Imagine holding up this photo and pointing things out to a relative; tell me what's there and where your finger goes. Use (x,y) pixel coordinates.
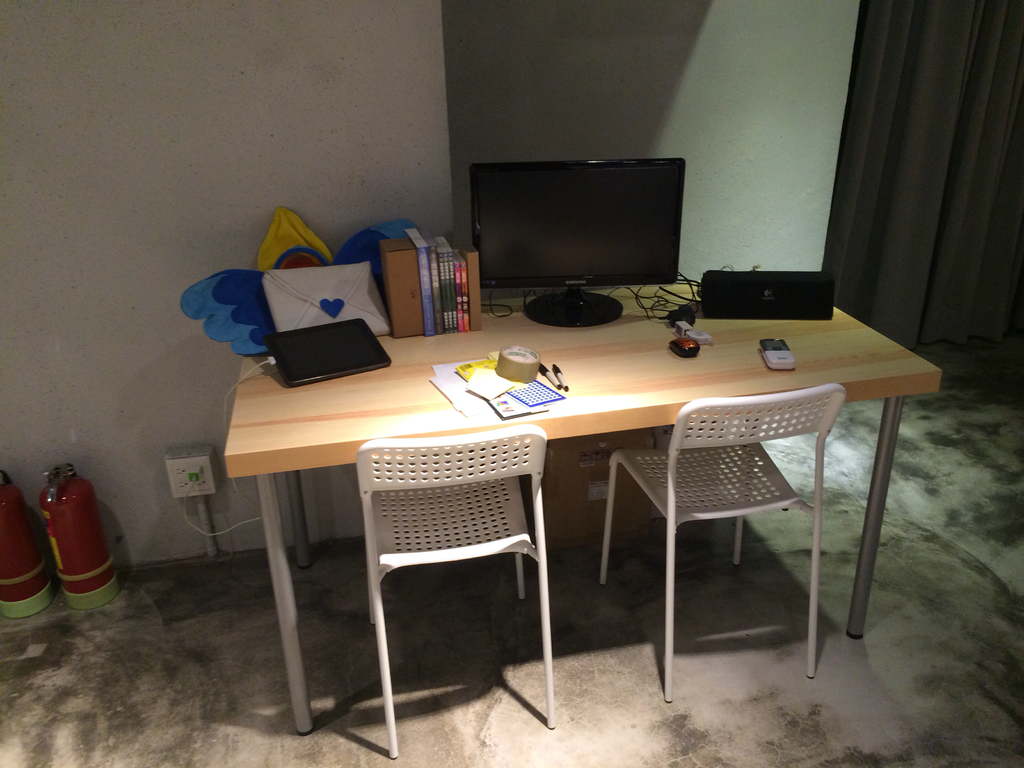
This is a table (300,455). On the table (730,357) there is a monitor (561,260), mouse (695,348), remote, tab (300,368), papers (527,385), markers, tape (527,369), and books (426,297). Here we can see chairs (817,518) and fire extinguishers (112,562). This is floor (727,715). In the background (437,180) we can see a wall (761,87) and a curtain (940,196).
